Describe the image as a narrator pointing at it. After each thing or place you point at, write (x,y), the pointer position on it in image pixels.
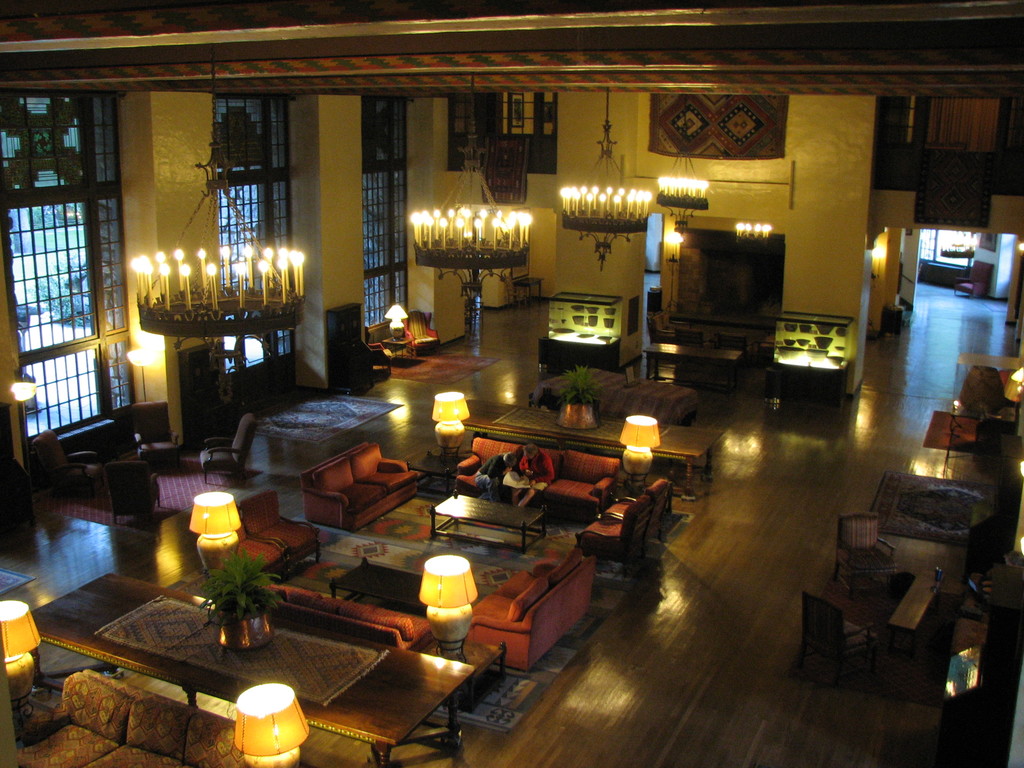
There are two people (484,477) sitting on sofa (598,457) and we can see sofas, tables (448,475), chairs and mats (318,433) on the floor (566,698). We can see lamps (460,642) on stands (27,720) and house plants (217,611) on these two tables (386,675). We can see walls (826,181) and windows (403,178). At the top (679,197) we can see candles (216,267) on stands (177,300).
